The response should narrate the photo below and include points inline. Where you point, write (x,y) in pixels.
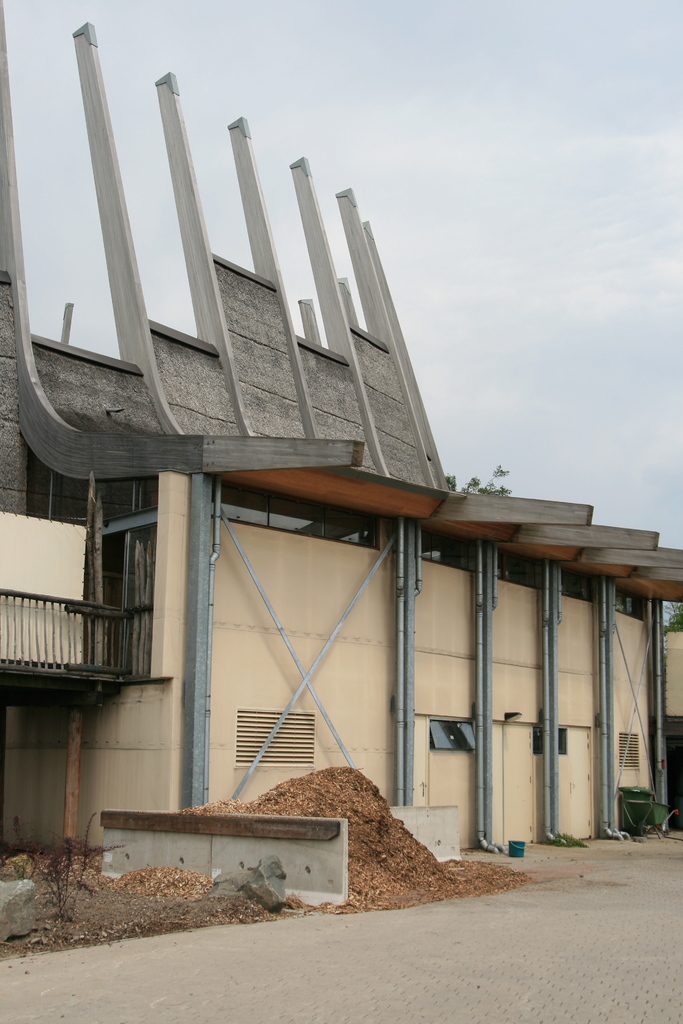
There is a building (255,550) in the middle of this image (339,528) and the sky (408,271) is in the background (418,224).
